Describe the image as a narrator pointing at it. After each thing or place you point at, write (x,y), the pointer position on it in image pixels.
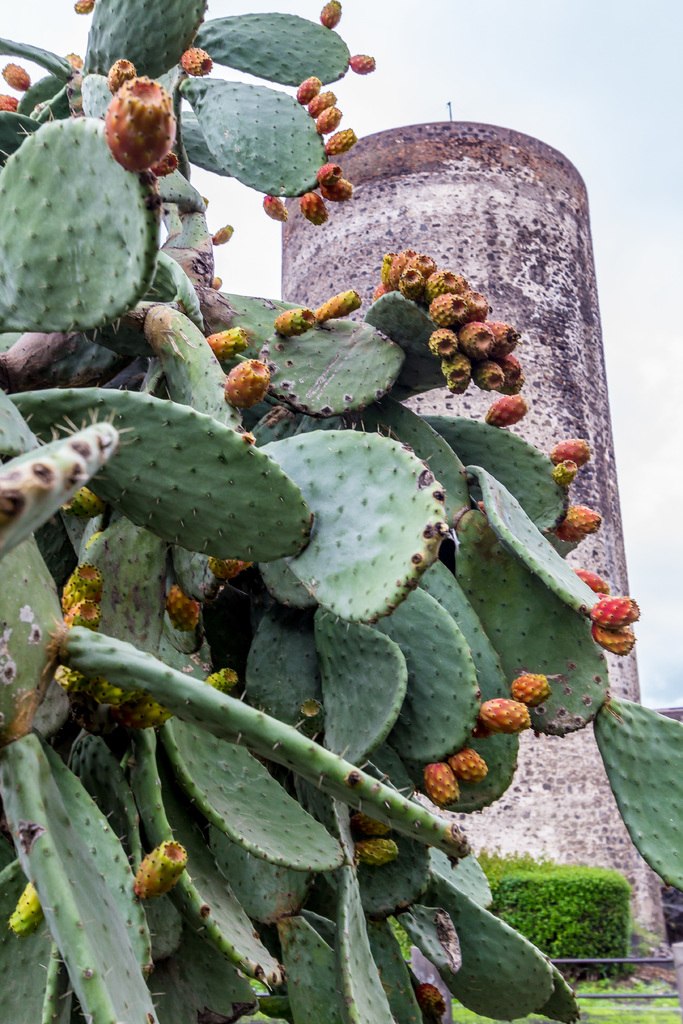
In the image I can see the cactus plant (243,621) and behind there is a building (572,422).
